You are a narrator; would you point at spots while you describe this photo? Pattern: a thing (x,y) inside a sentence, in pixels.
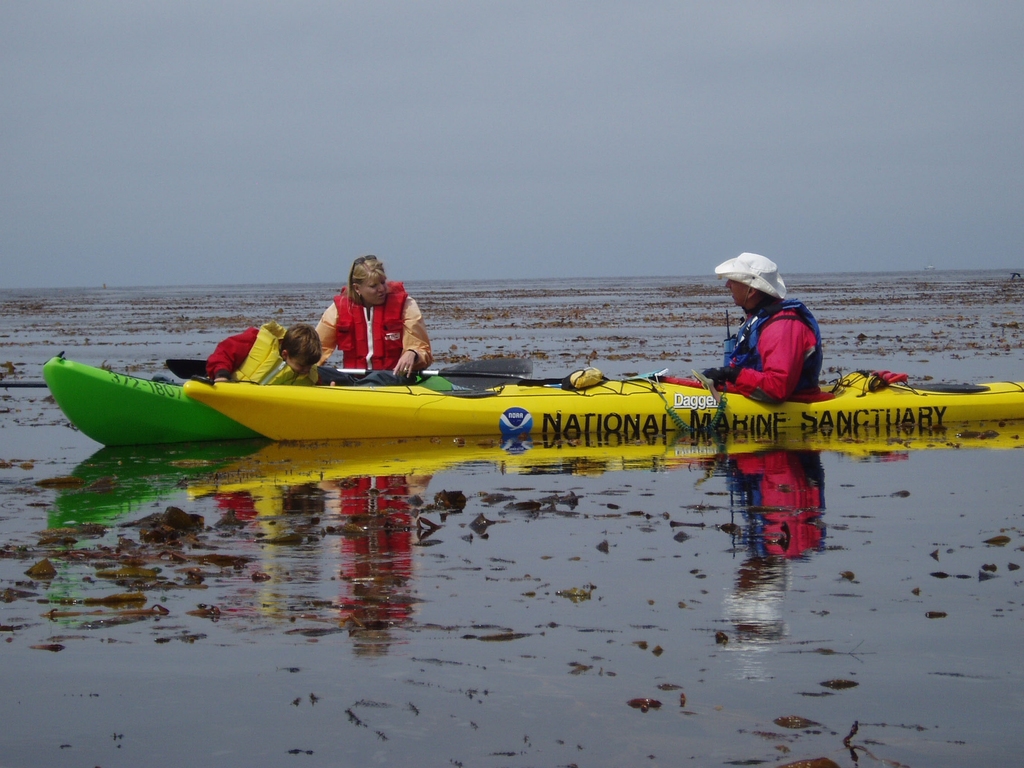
At the bottom of the image (297,522) on the water (280,564) there are kayaks (835,409). There are three persons (327,347) sitting in the kayaks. There is a man (778,313) with a hat (760,288) on his head (781,297). At the top of the image (468,143) there is sky (459,224).
